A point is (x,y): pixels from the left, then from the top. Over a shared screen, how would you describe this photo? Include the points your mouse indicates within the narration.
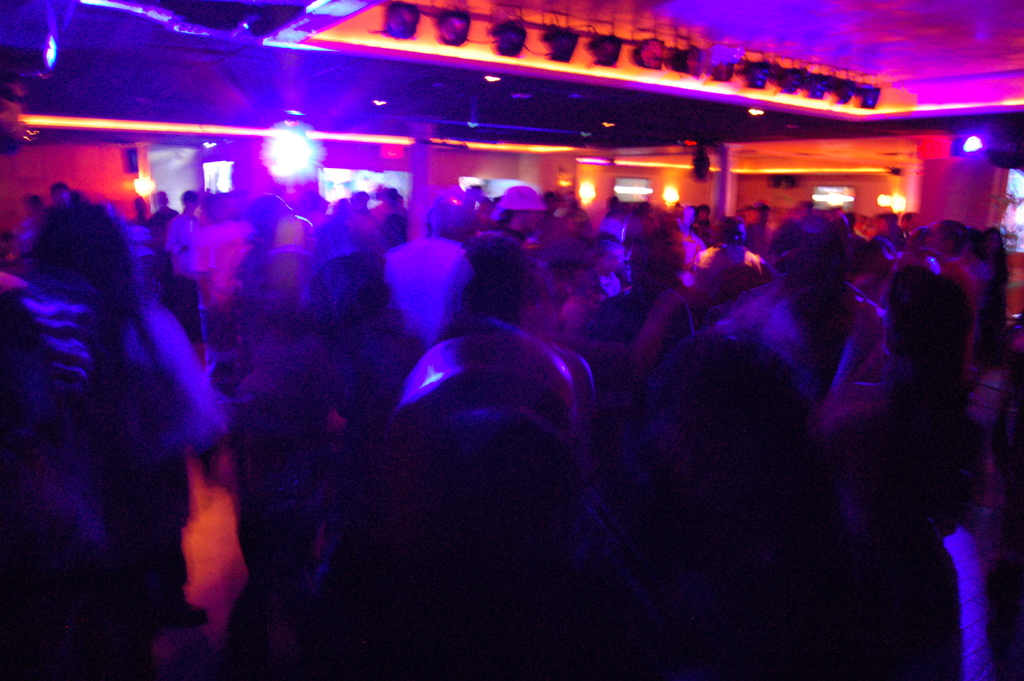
In this image we can see people (374,266) and there are lights (256,129). In the background (411,226) there are pillars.
